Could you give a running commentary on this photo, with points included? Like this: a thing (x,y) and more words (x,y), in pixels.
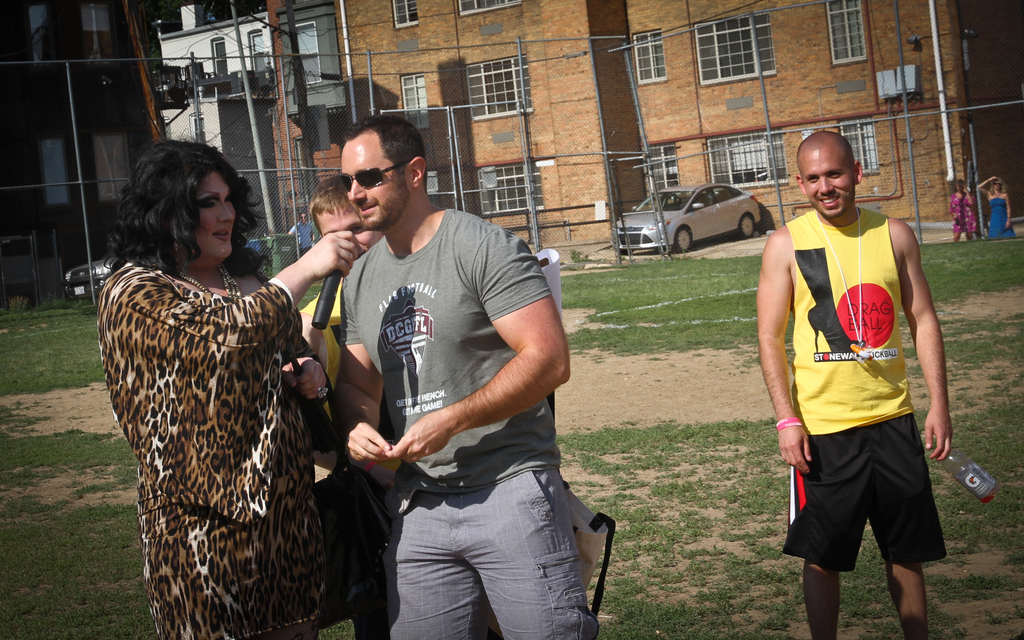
In this image there are group of people (207,327) standing, there is a person (207,327) holding a mike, and in the background (582,10) there are poles (260,167), buildings (590,108), vehicles (742,225) on the road (737,243).
